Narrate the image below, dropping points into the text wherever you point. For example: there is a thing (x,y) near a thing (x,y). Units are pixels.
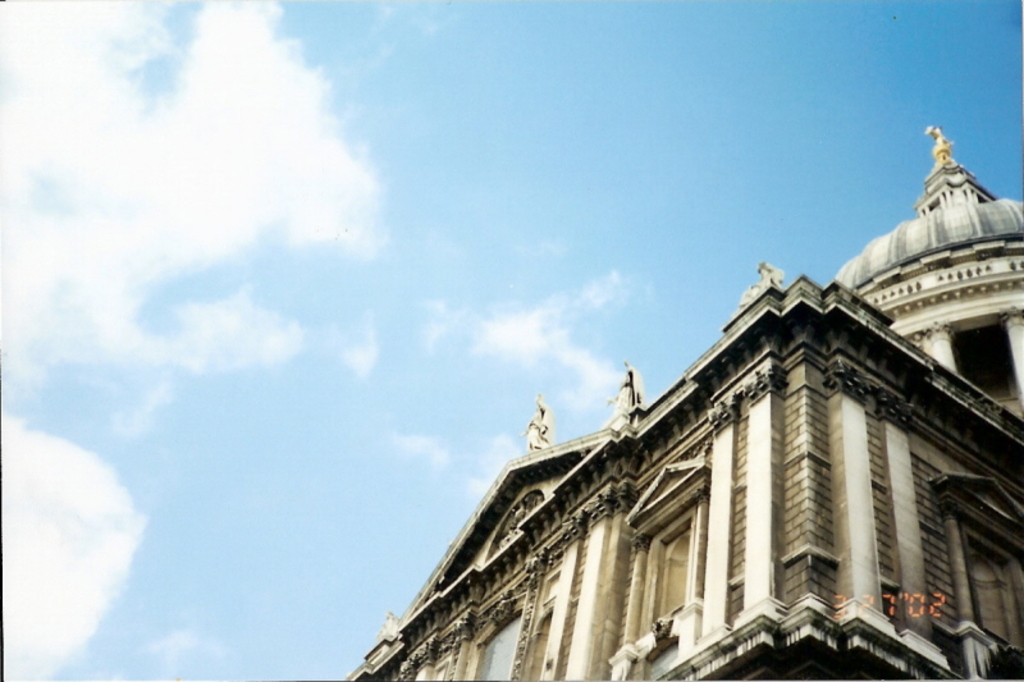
In this image we can see a building (827,543), statues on the building (796,495) and clouds (75,510) in the sky (224,522).
